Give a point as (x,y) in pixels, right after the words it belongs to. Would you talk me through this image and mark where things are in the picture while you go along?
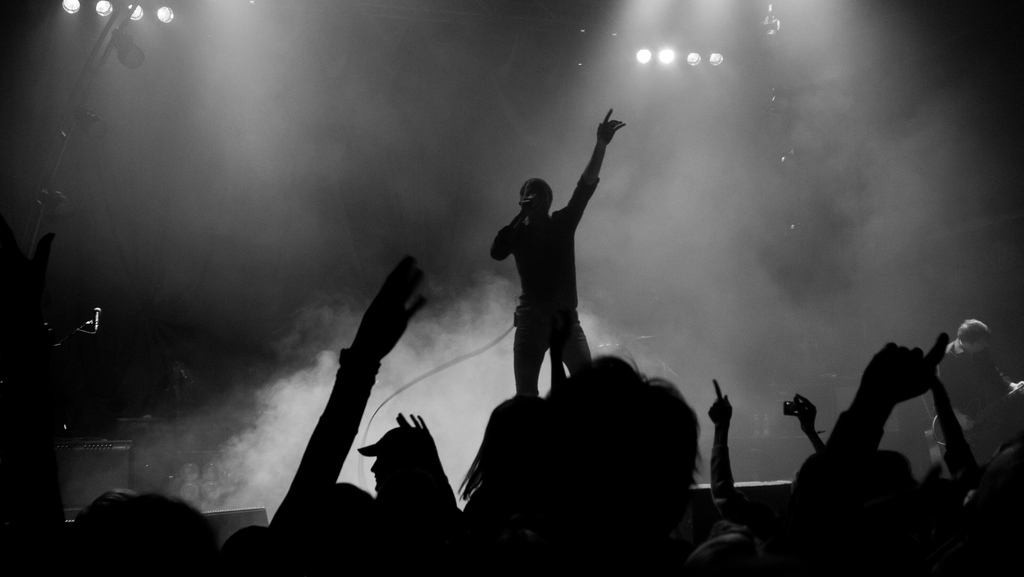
In this black and white image there is a person (535,316) standing on the stage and holding a mic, behind him there are a few focus lights (663,51) at the top of the image (659,50) and there are few objects (113,486) on the stage (761,485). At the bottom of the image (319,497) there are a few people (563,486). On the right side of the image (959,381) there is a person (963,387) playing guitar (992,409).
